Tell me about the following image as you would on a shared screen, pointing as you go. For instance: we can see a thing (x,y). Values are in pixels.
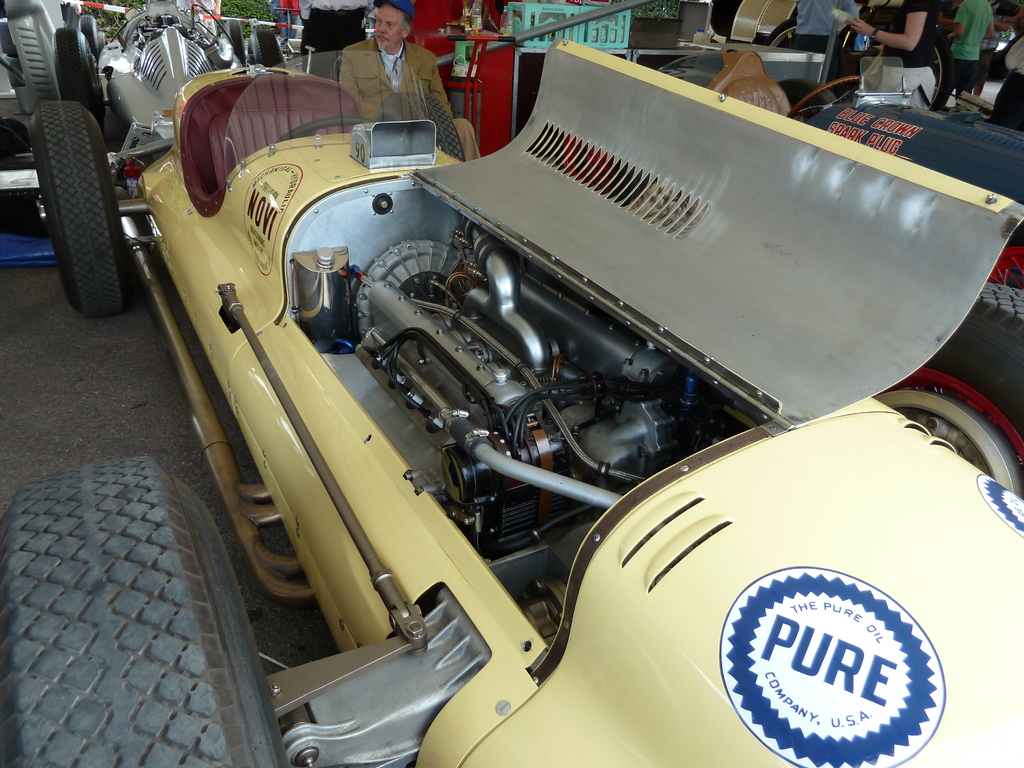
In this image in the front (179,221) there is a vehicle (184,241) with some text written on it. In the background (962,24) there are persons (886,39) sitting and standing and there are vehicles (990,154) and there are objects (499,73) which are black, red and green in colour.
